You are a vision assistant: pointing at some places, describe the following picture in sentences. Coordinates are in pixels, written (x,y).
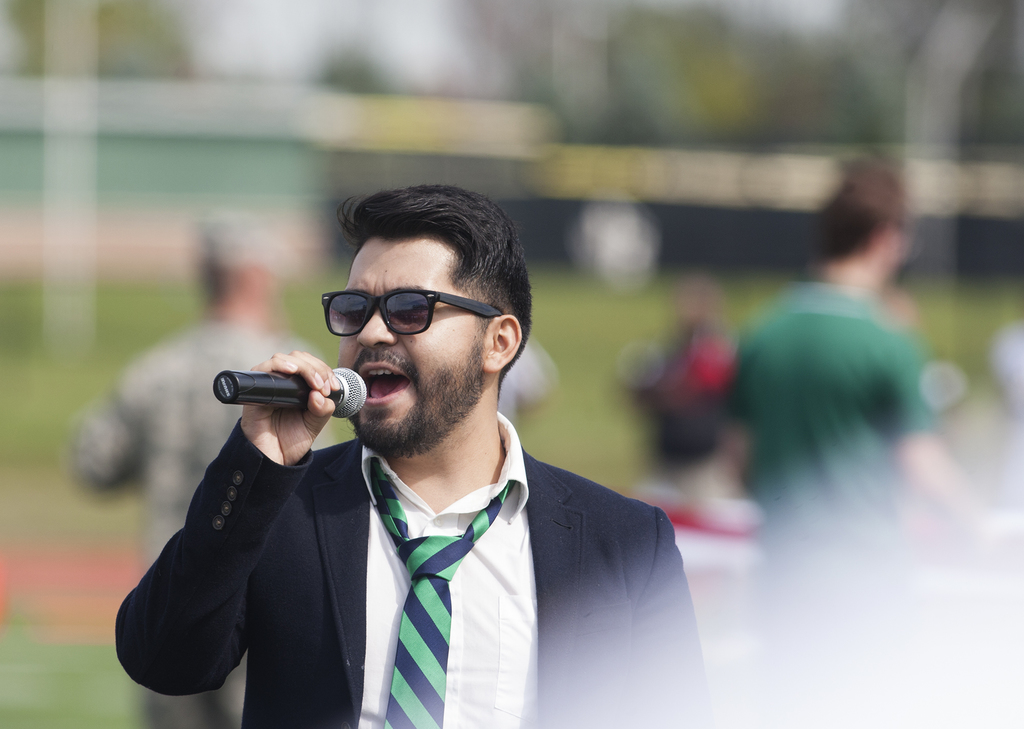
In this image there is a person (411,547) wearing black color suit (589,540) and black color goggles (363,307) holding a microphone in his hand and at the background of the image (151,379) there are some persons (754,399) walking.
